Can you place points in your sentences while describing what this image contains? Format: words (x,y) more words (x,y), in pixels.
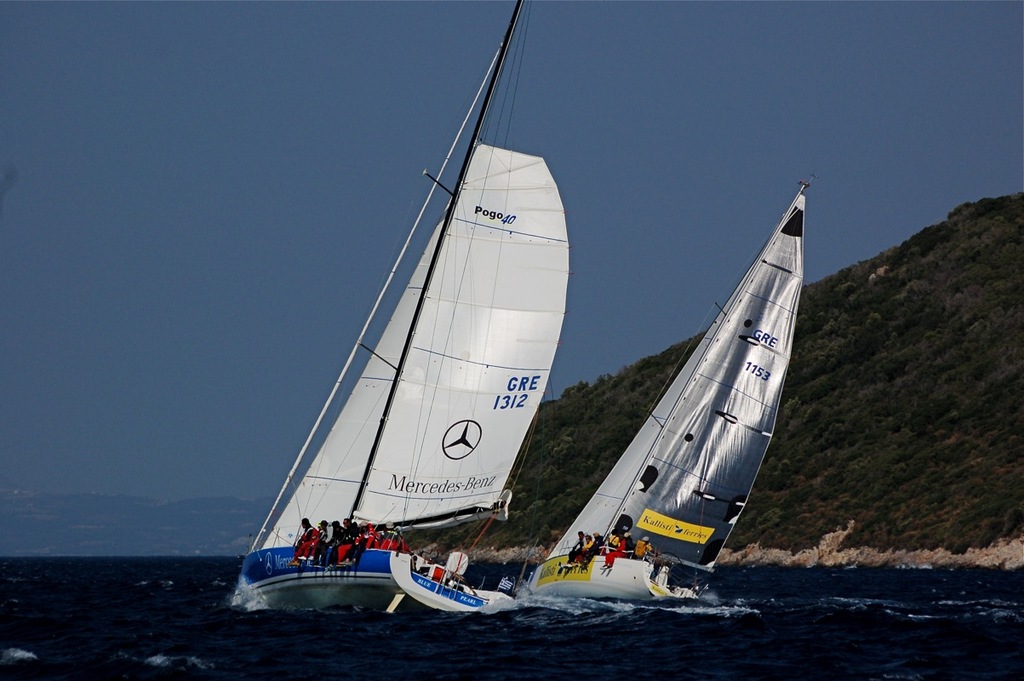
In the foreground (468,346), I can see a group of people (344,538) in the boats (469,518) and I can see water (702,604). In the background (941,431), I can see trees (838,460), mountains (904,449) and the sky (340,172). This image taken, maybe in the ocean (495,643).
